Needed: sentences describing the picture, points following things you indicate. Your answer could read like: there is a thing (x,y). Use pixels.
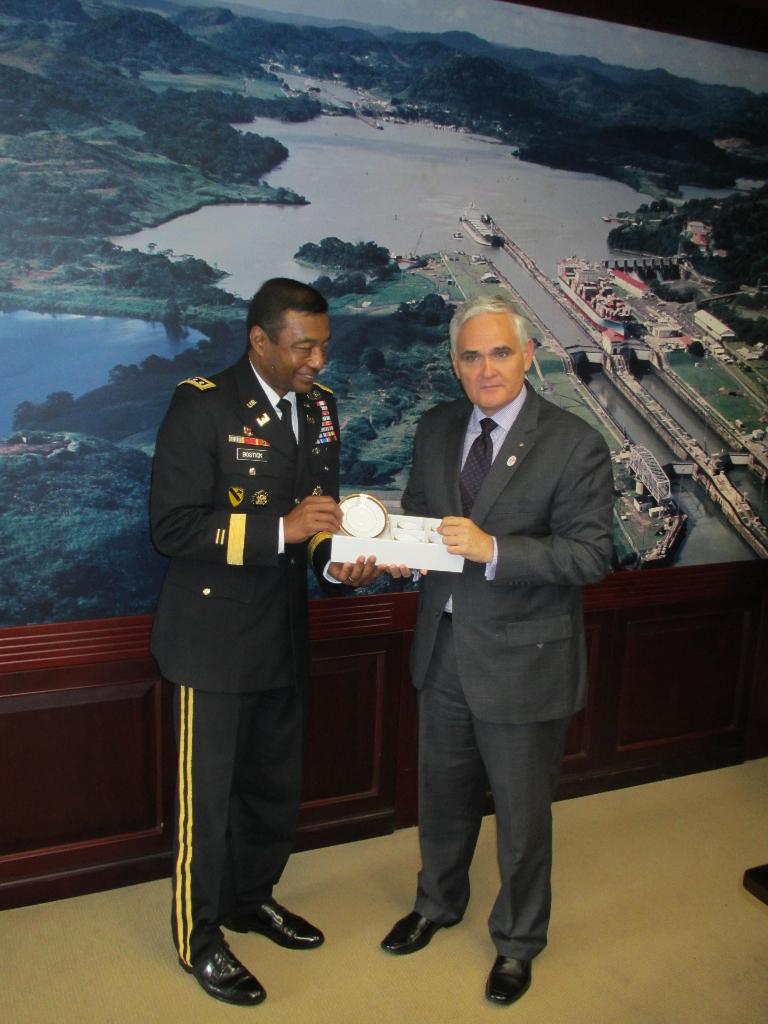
In this picture I can see 2 men (254,577) who are standing in front (218,611) and I see that both of them are holding a thing (354,528) in their hands (314,509) and I see that the man (279,521) on the left (226,567) is wearing a uniform (220,487) and smiling and the man (475,421) on the right (540,502) is wearing a suit (475,599). In the background (102,421) I see a picture (276,184) on which there are trees (266,164), water (395,239) and few buildings (655,316).
